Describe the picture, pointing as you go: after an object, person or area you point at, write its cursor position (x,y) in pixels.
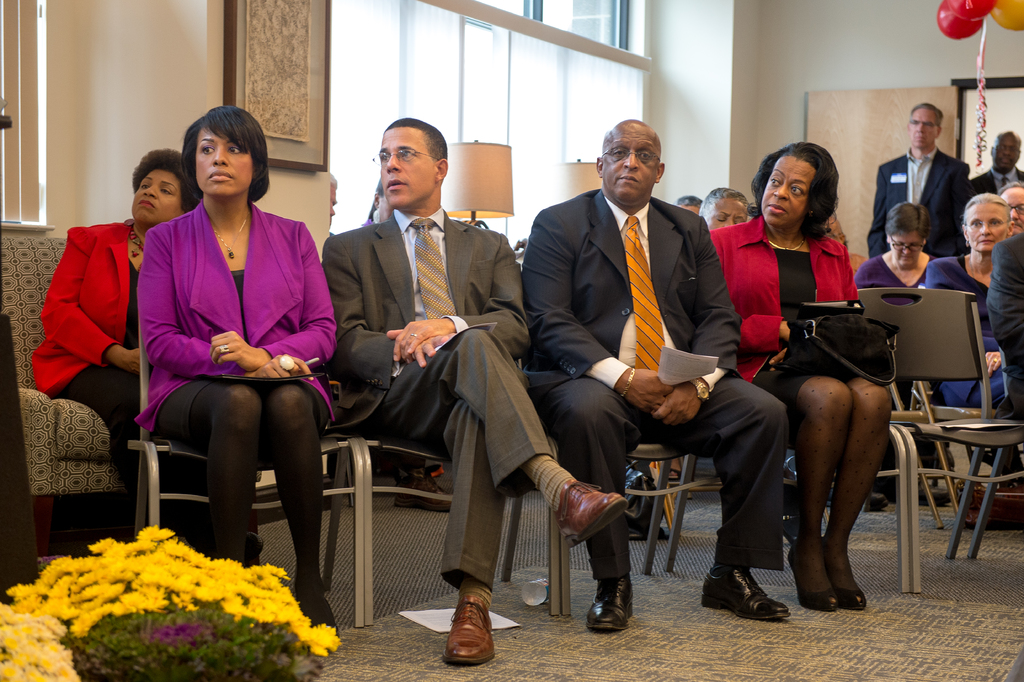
In this picture we can observe some people (299,334) sitting in the chairs (958,338). There are men (428,226) and women (837,248) in this picture. On the left side (189,574) there are yellow color flowers (133,571) placed on the floor (629,656). We can observe red and yellow color balloons (968,24) on the right side (964,9). In the background (840,69) there is a wall (768,104). We can observe windows (469,102) and two lamps (493,171).
